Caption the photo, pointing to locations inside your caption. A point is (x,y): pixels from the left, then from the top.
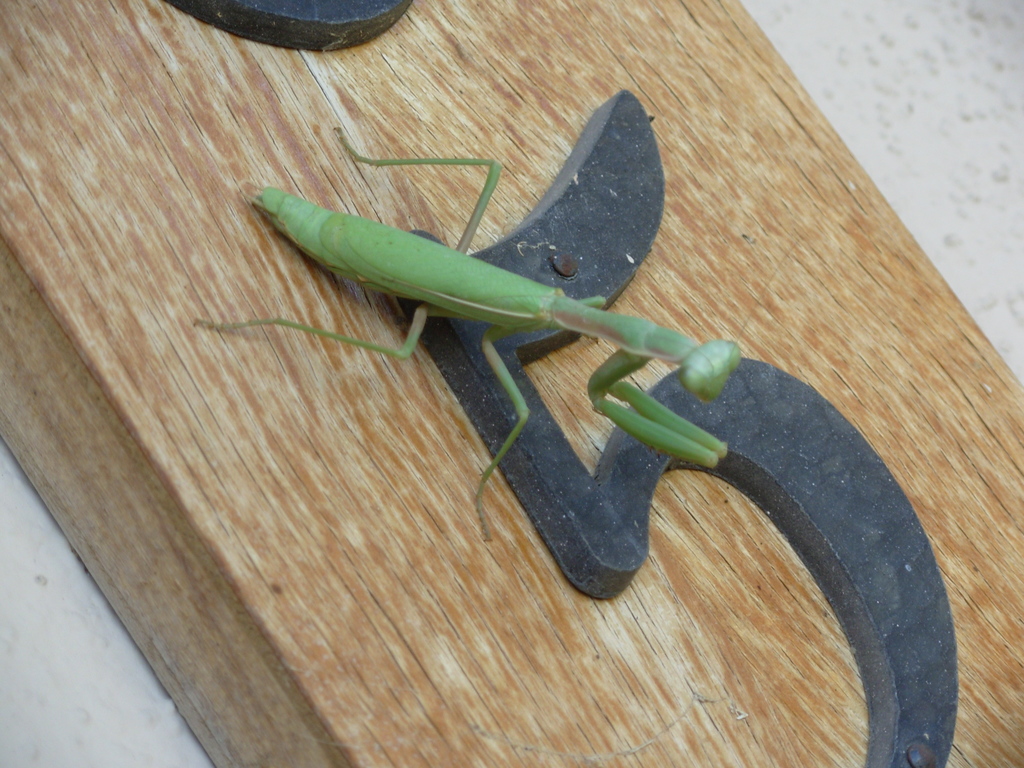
In this image we can see a praying mantis (470,226) on the wooden surface (821,726) and there is some text (592,240) on it.
